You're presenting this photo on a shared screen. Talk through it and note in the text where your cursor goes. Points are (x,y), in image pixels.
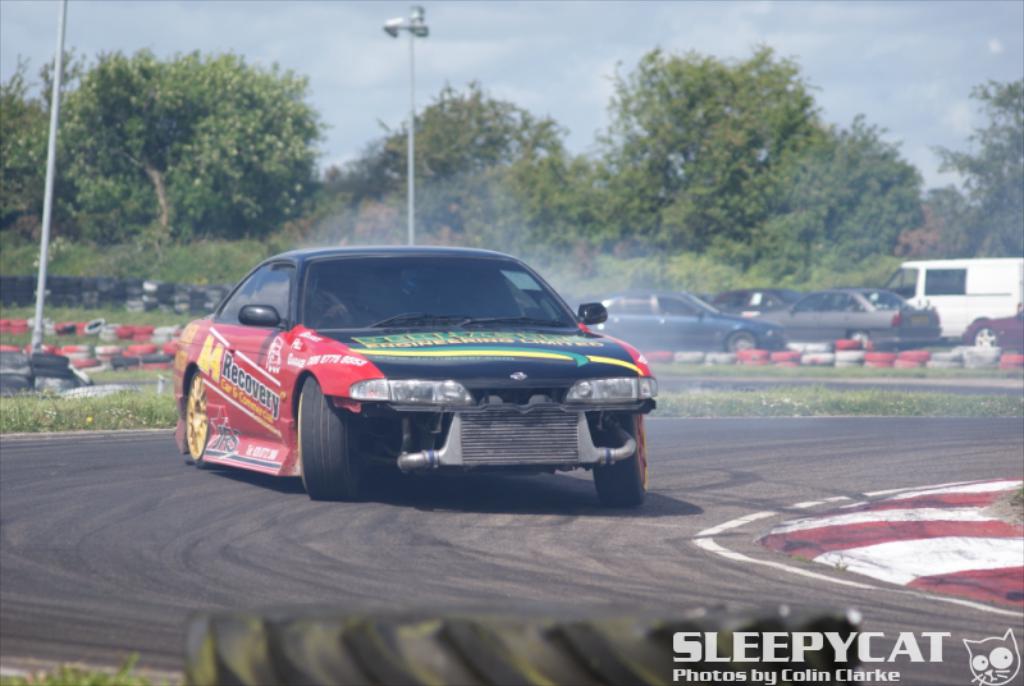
There is a sports car (400,408) on the road (424,483) in the foreground area of the image (424,495) and text (716,650) at the bottom side (706,641). There are vehicles (786,310), tires (6,383), trees (417,225), poles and the sky (377,133) in the background (533,160).
